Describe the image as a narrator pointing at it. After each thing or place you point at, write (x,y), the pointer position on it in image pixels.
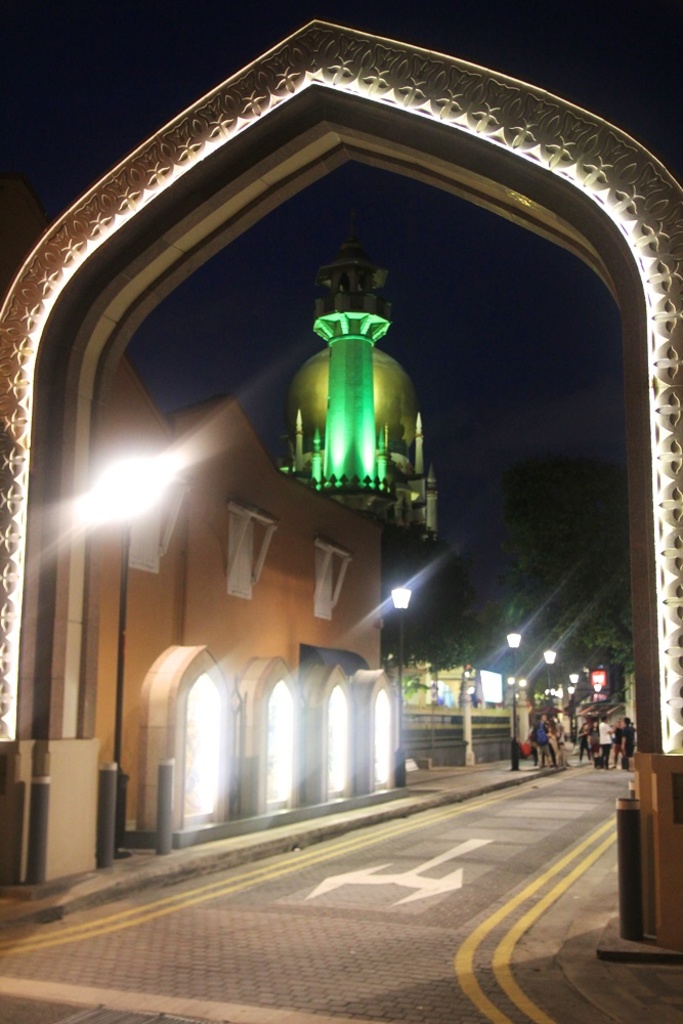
In this image we can see an entrance (656,674). We can also see a house (282,773) with roof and windows (282,730) and a tower (337,464). On the backside (548,683) we can see street poles (514,735), trees (462,642), a pathway (460,804) and some people (538,735) standing.
